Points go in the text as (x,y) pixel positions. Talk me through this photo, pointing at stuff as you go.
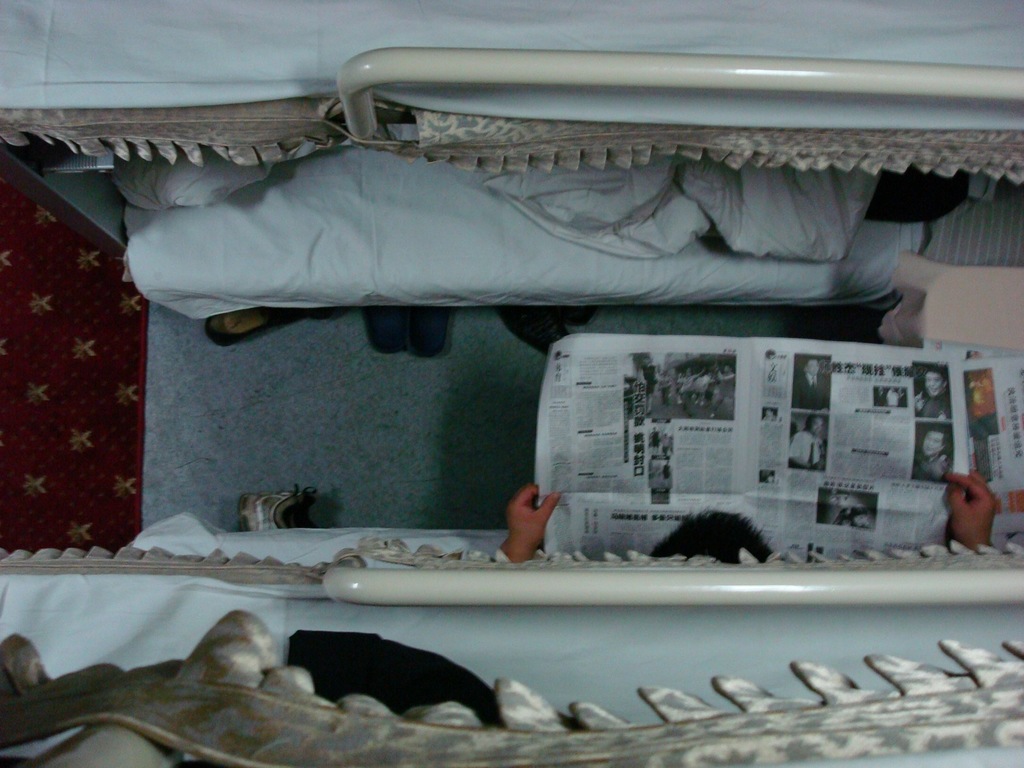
In this image there is a person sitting on the bed (680,561) and he is reading the newspaper (756,470). Beside him there is another bed (581,243). On top of it there is a blanket (607,198). At the bottom of the image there are flip flops (432,341) on the mat (340,407).
